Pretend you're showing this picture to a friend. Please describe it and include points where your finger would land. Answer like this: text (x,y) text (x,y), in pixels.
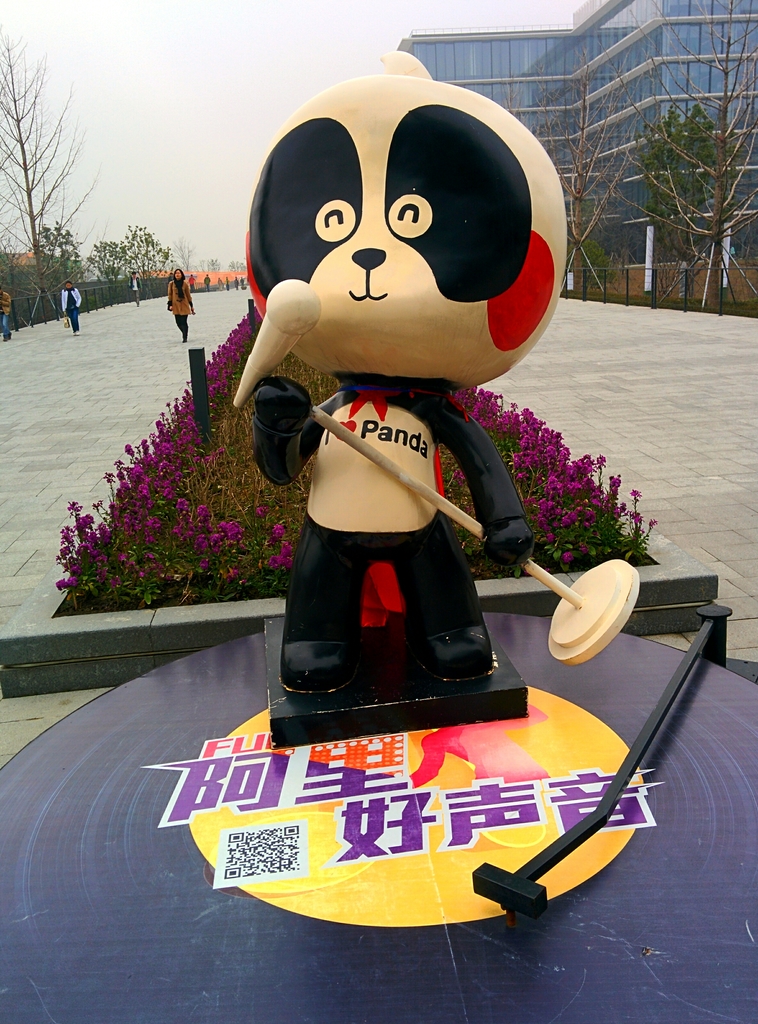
In this picture I can see the toy (472,377). I can see people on the walkway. I can see the building (557,103) on the right side (565,97). I can see trees (582,190). I can see the flower plants (547,458). I can see clouds (240,156) in the sky (266,131).
